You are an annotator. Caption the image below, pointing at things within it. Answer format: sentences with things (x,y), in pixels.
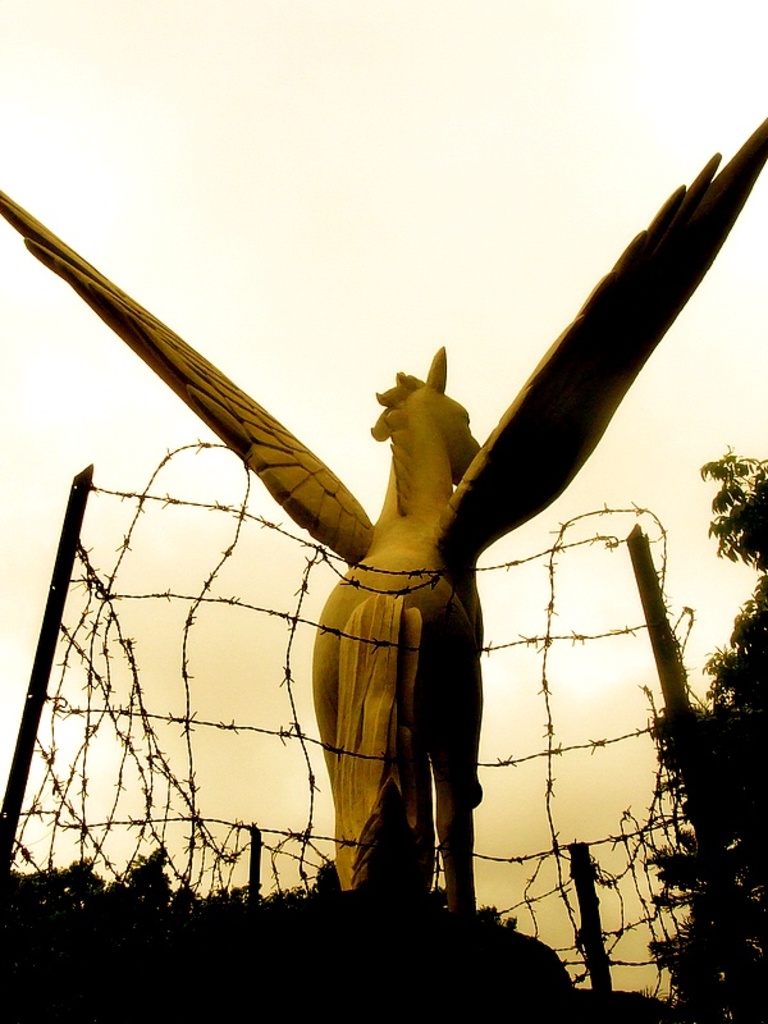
In this image we can see one statue (392,604), fence (149,597) with poles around the statue (443,622), some trees (252,955) and there is the sky (578,604) in the background (564,829).
